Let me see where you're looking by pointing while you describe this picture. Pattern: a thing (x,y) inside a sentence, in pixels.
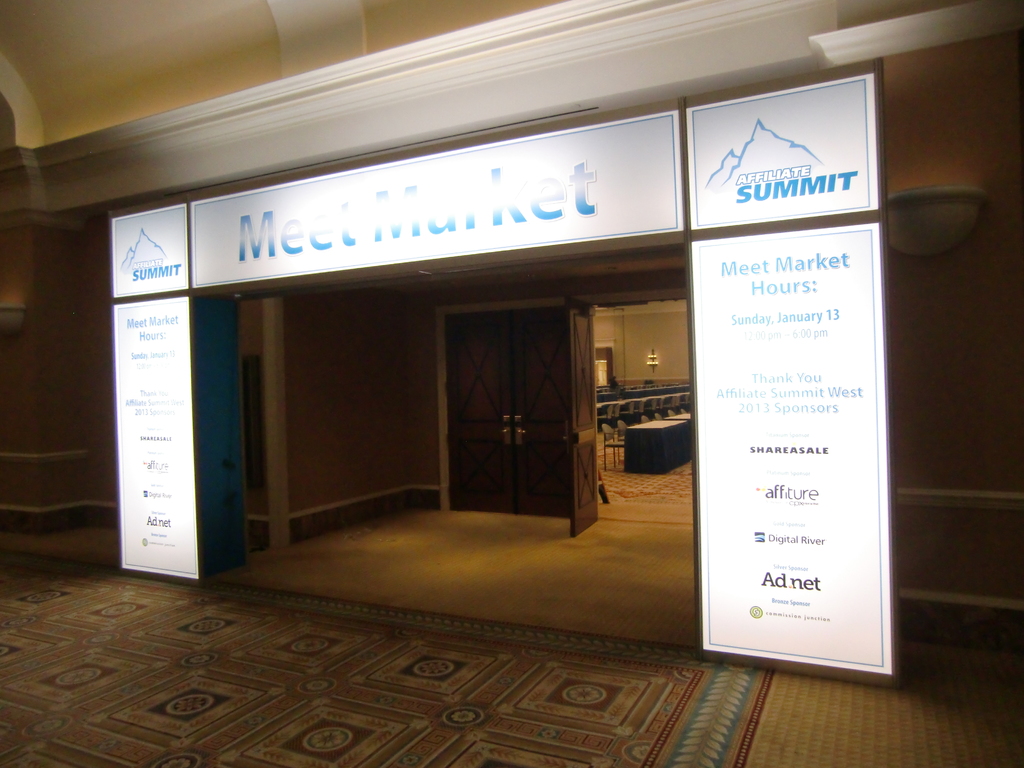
In the foreground of this picture (134,600) we can see a floor carpet (843,719) and we can see the text (785,375) on the banners (822,123) attached to the wall (940,137). In the background (480,410) we can see the wall (655,371), doors (549,394), chairs (610,439), tables (651,448) and some other objects (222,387).
